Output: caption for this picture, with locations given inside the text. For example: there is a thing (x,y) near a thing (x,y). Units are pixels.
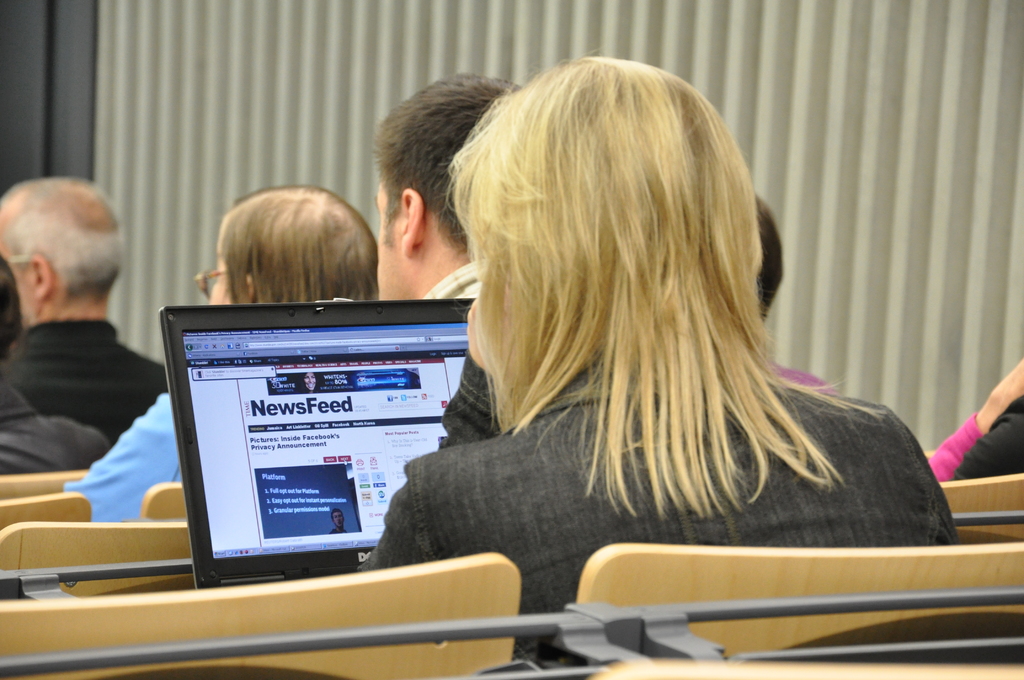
In this picture there is a view of the girl (576,467) wearing black coat (591,435), sitting on the chair (733,586) and doing some work on the laptop (213,389). In the front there are some old men (70,298) sitting in listening to the lecture. Behind there is a big white curtain (153,117).
